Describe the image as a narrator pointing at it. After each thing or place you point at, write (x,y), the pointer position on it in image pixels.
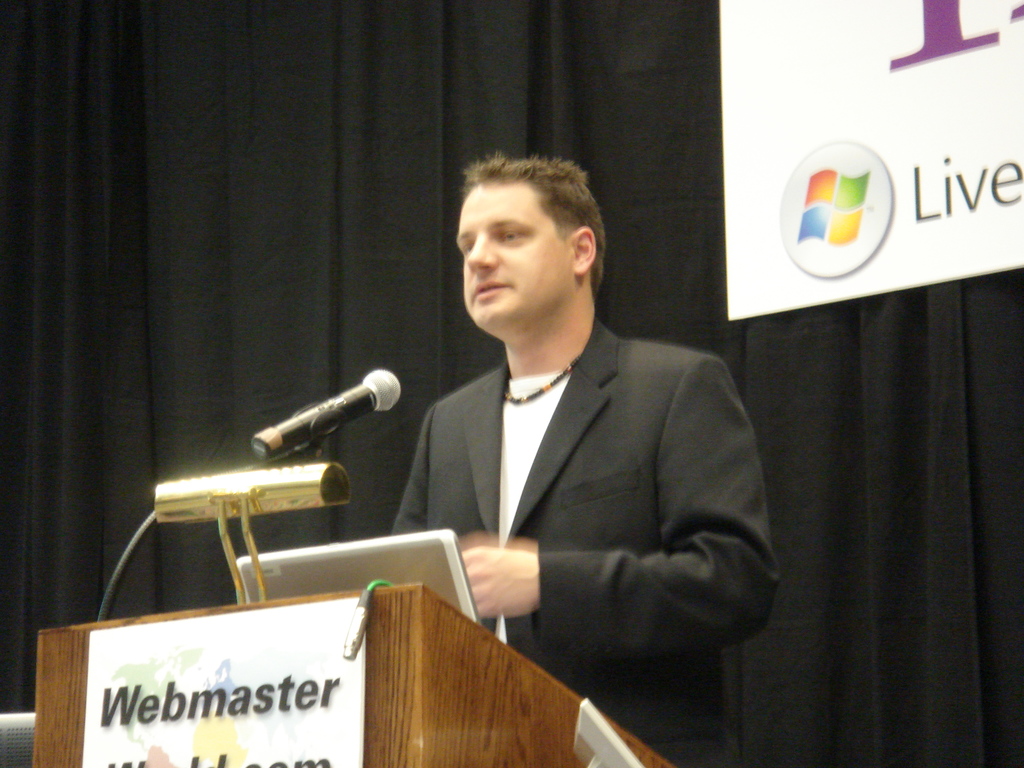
In this image we can see a person (571,413) standing near the podium (477,684) and there is a mic (278,429), laptop (348,557), an object (235,490) and a board (125,649) with text (258,696) to the podium (462,673), and there is a curtain (661,260) and a board (839,186) in the background (857,219).
